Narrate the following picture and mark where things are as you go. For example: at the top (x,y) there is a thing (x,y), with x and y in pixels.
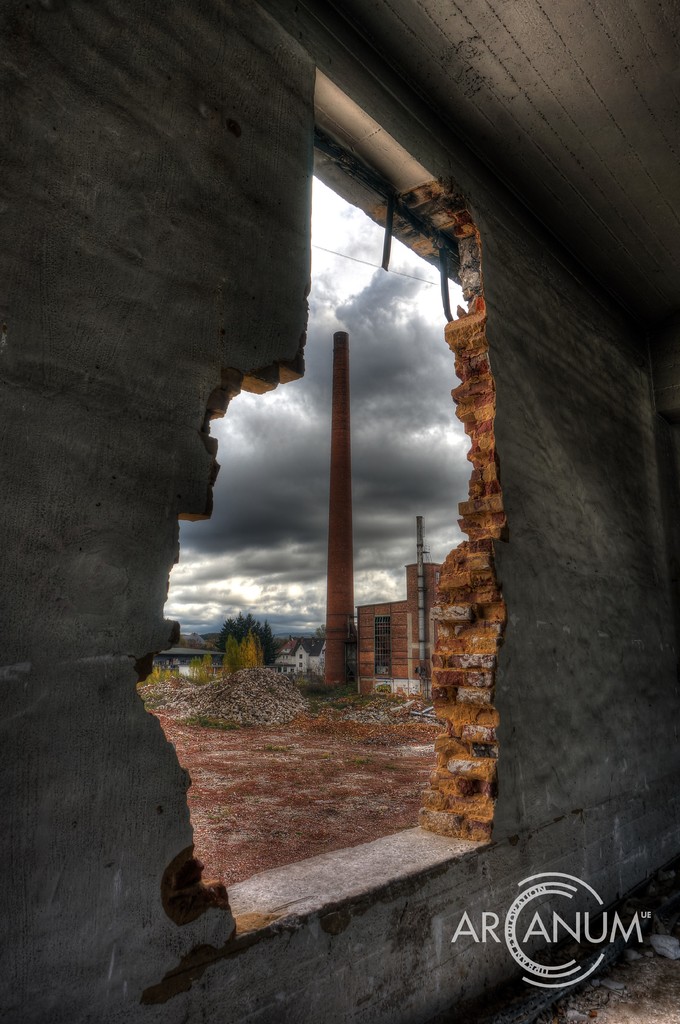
In the center of the image (247,359) there is a wall (582,434), roof (567,74) and a few other objects (667,887). At the bottom right side of the image (550,877), we can see some text (560,899). In the background (385,560), we can see the sky (318,335), clouds (221,577), buildings (359,607), one tower (329,515), one pole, trees (227,624), grass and a few other objects (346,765).
